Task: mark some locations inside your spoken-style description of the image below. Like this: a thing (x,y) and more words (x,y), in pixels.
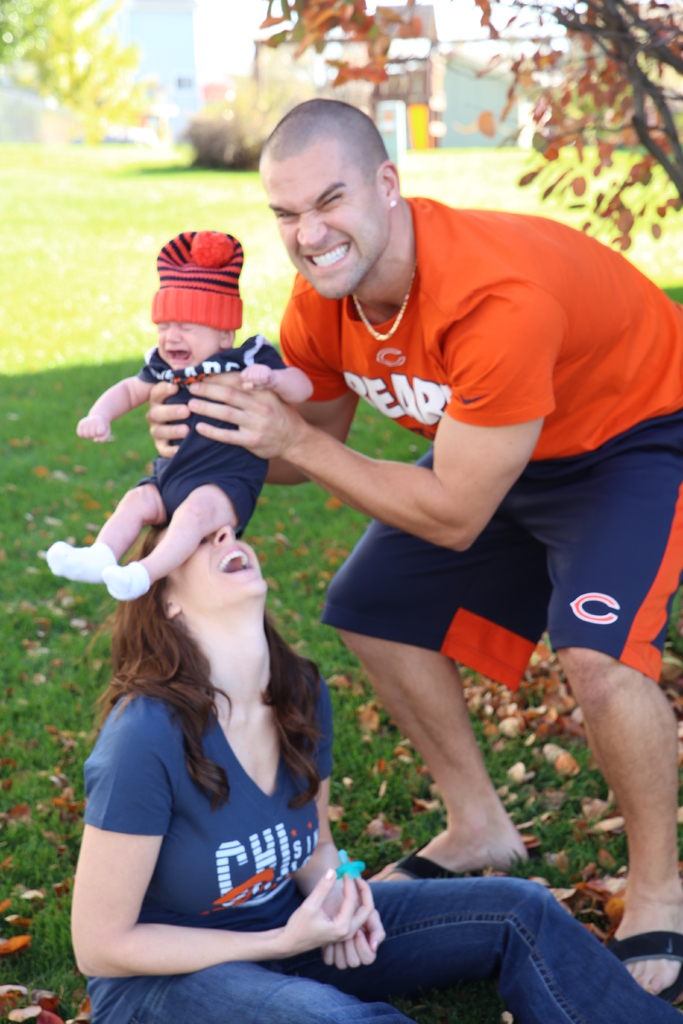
At the bottom of the image (327,843) we can see a lady (270,974) is sitting on the ground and holding an object (356,864) and on her head (220,574) a kid (183,511) is sitting. On the right side of the image (575,633) we can see a man (456,485) is bending and holding a kid (206,422). In the background of the image (58,630) we can see the grass (312,516), dry leaves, trees (647,129), boards (416,132). At the top of the image (136,35) we can see the buildings (318,79) and sky (236,49).
